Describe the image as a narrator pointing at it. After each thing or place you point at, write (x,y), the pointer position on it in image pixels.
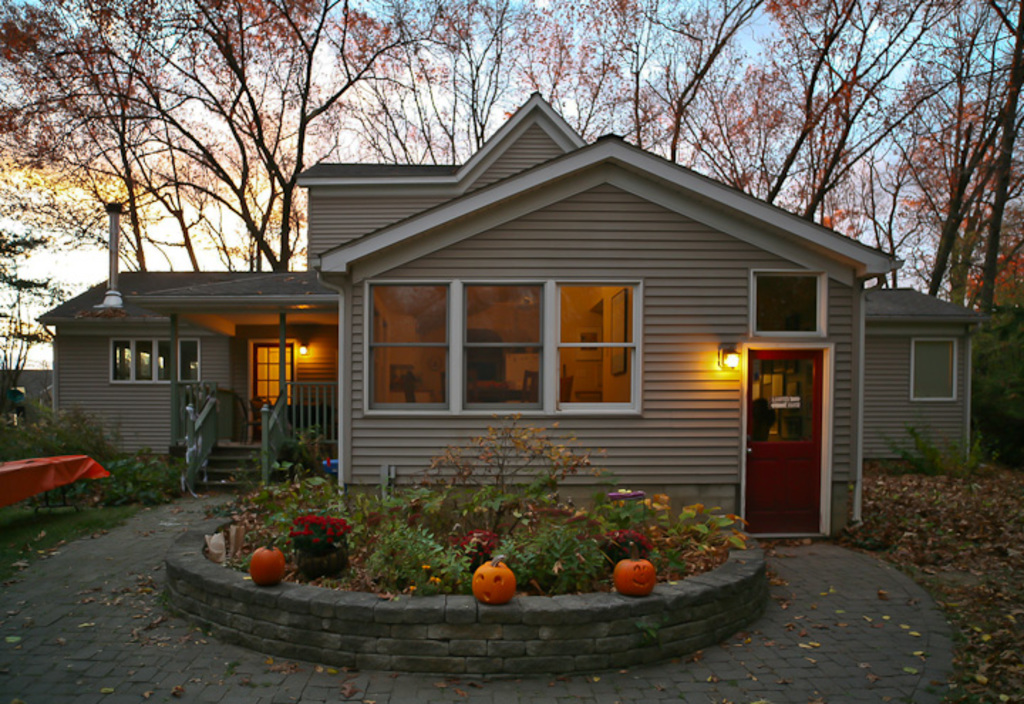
In this image I can see the house (429,462) with windows (571,376). I can see some lights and the railing (268,443) to the house (577,428). In-front of the house (695,418) I can see the flowers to the plants (394,553) and the pumpkins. In the background (126,122) there are many trees (2,130) and the sky (254,150).
